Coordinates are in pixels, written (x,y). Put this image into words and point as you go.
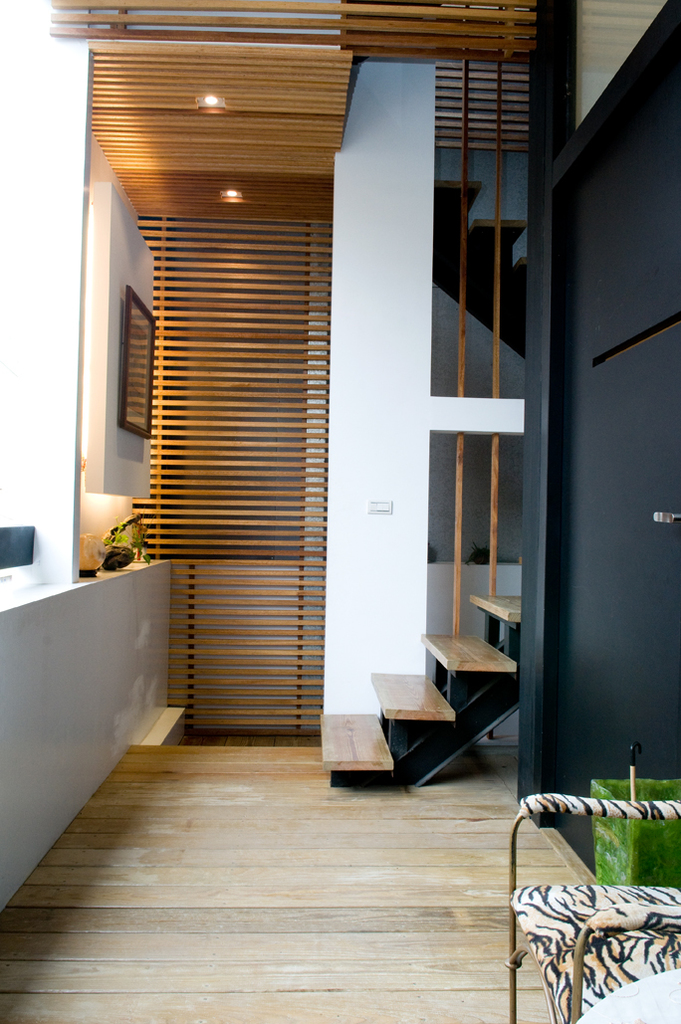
In this image I can see the inside view of building (336,986) where we can see chair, door (568,333), stairs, photo frame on the wall (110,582) and some other things (651,1023).
